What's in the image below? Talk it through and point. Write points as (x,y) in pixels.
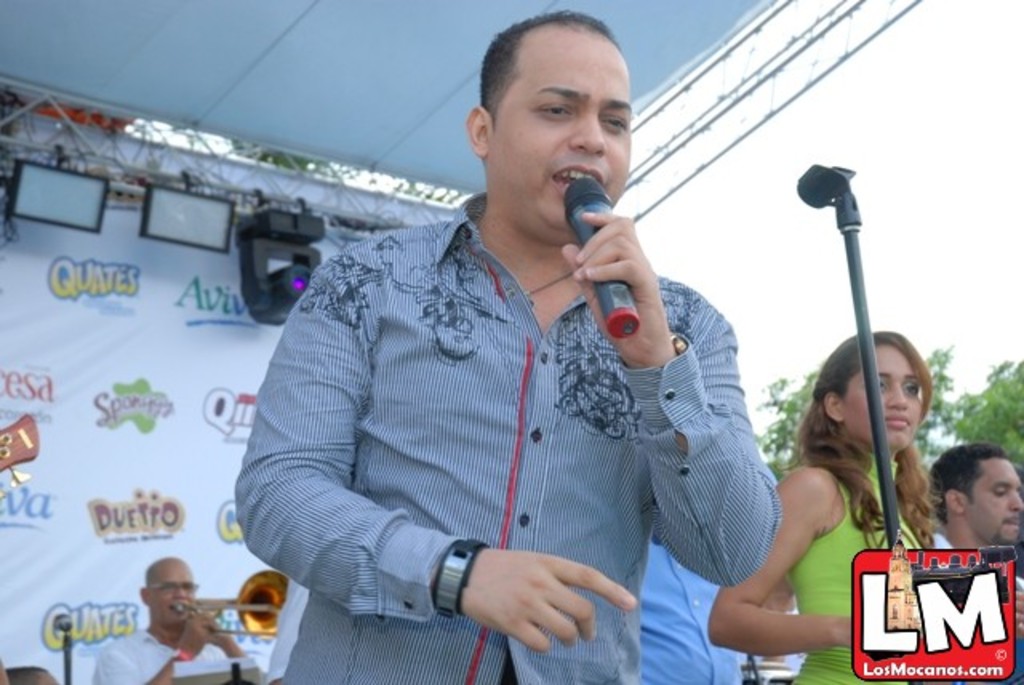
In this image I can see a man (308,312) is standing and holding a mic (582,244). In the background (167,614) I can see few more people (984,526) where one is holding a musical instrument (255,602). I can also see few lights (77,187) and a tree (954,418).
